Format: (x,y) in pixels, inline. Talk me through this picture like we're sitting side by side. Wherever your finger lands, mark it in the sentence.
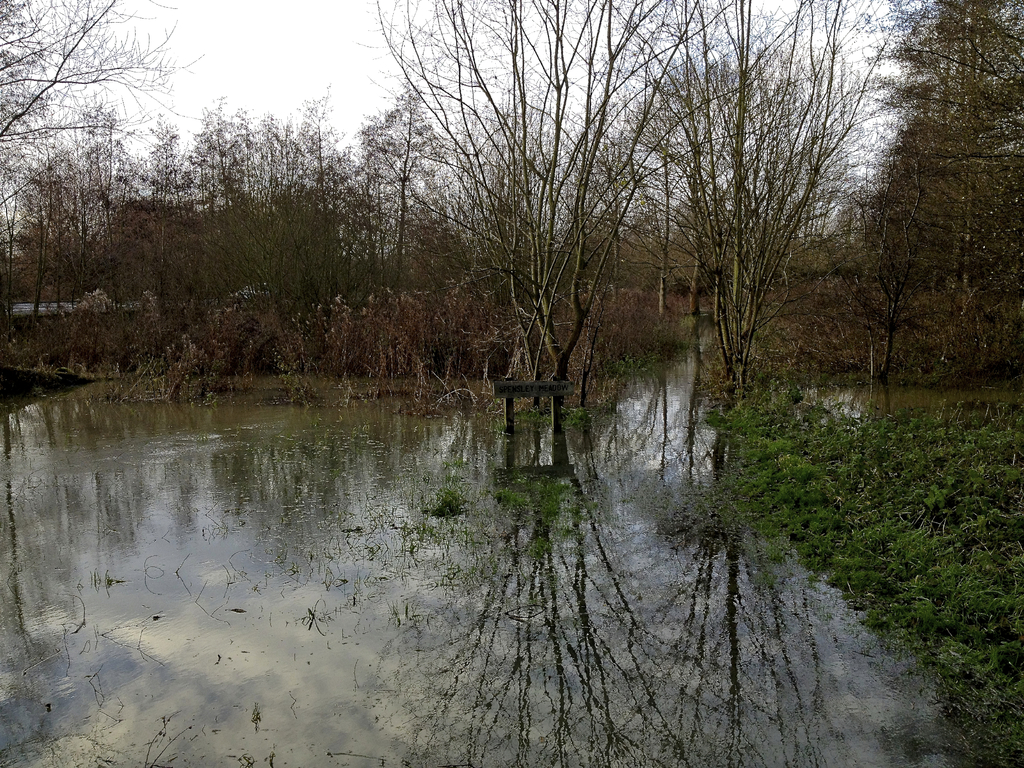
In this image there is a small lake (343,597) at bottom of this image (544,622). There are some grass (808,523) at right side of this image (862,473). and there are some trees (600,328) in the background (340,268) and there is a sky (255,38) at top of this image (269,64).
